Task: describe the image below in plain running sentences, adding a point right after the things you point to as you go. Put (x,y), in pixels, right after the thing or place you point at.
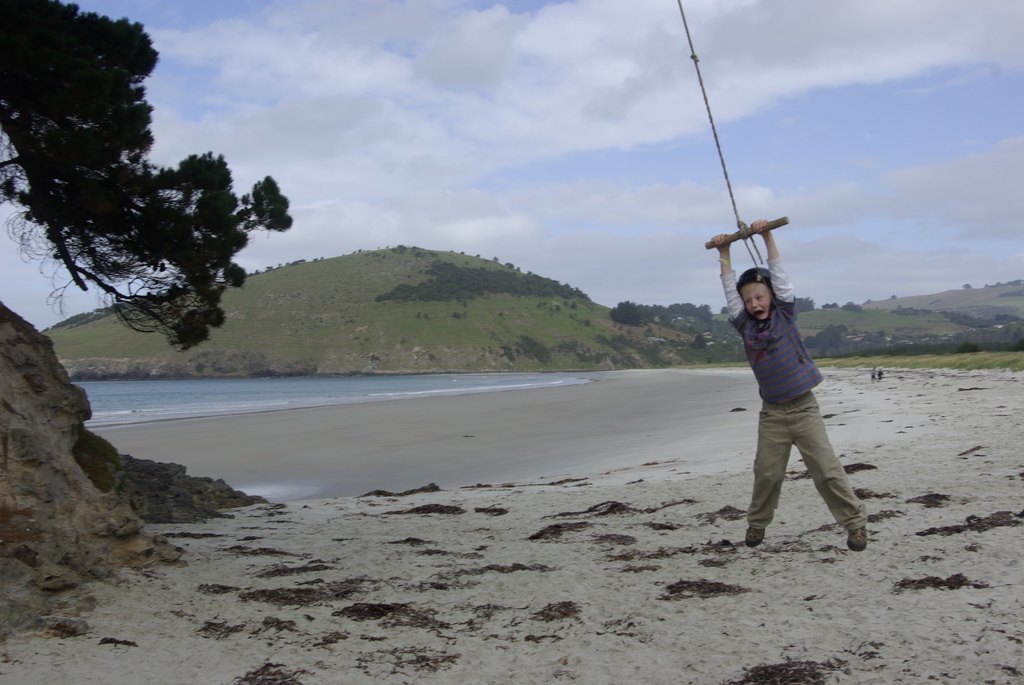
In this image, on the right (775,368) there is a boy (750,311), he is holding a stick (747,231), rope (744,236). In the background (713,361) there are hills (561,297), trees (437,290), grass (945,364), water (511,383), sand (532,444), sky (707,161) and clouds (394,180).
